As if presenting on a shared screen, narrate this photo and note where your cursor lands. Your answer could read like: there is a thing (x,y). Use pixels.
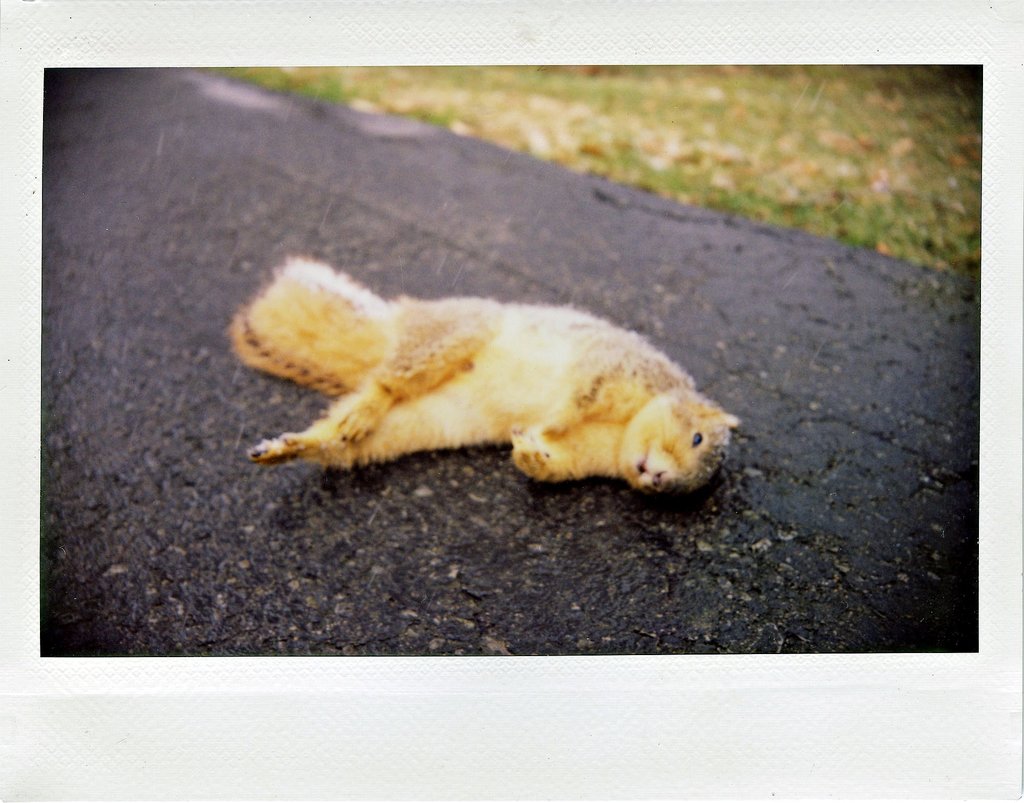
In this image there is a squirrel (271,287) lying on the road (864,401). Beside the road (692,285) there's grass (799,136) on the surface (845,155).
